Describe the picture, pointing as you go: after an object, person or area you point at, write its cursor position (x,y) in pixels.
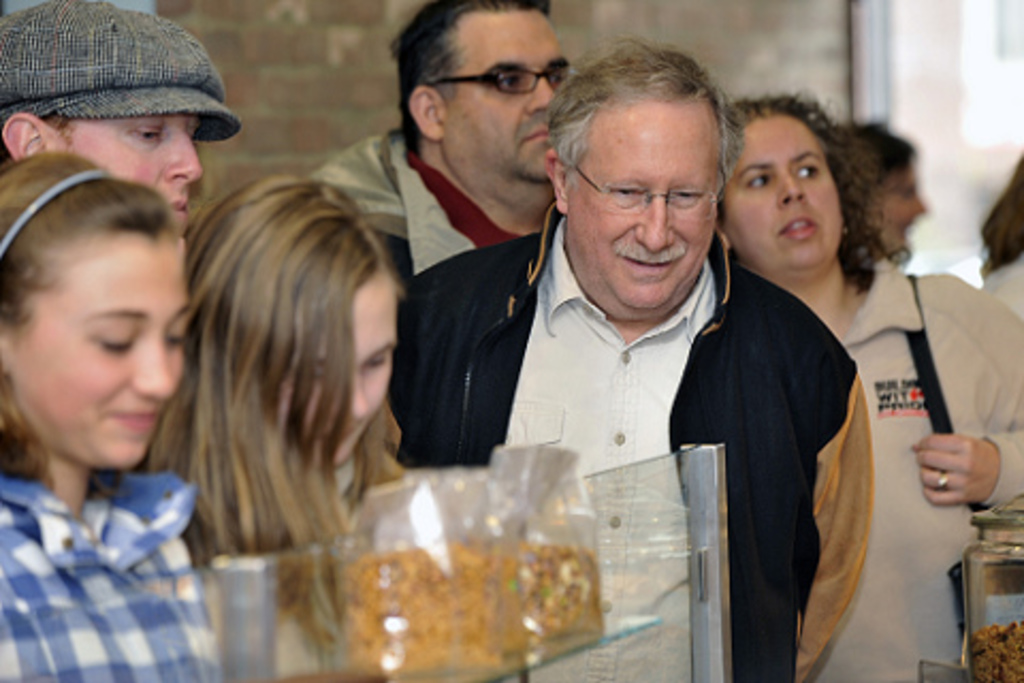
In this image we can see persons (573,384) standing. In the background (288,127) we can see pet jars (996,523) and wall (185,16).
